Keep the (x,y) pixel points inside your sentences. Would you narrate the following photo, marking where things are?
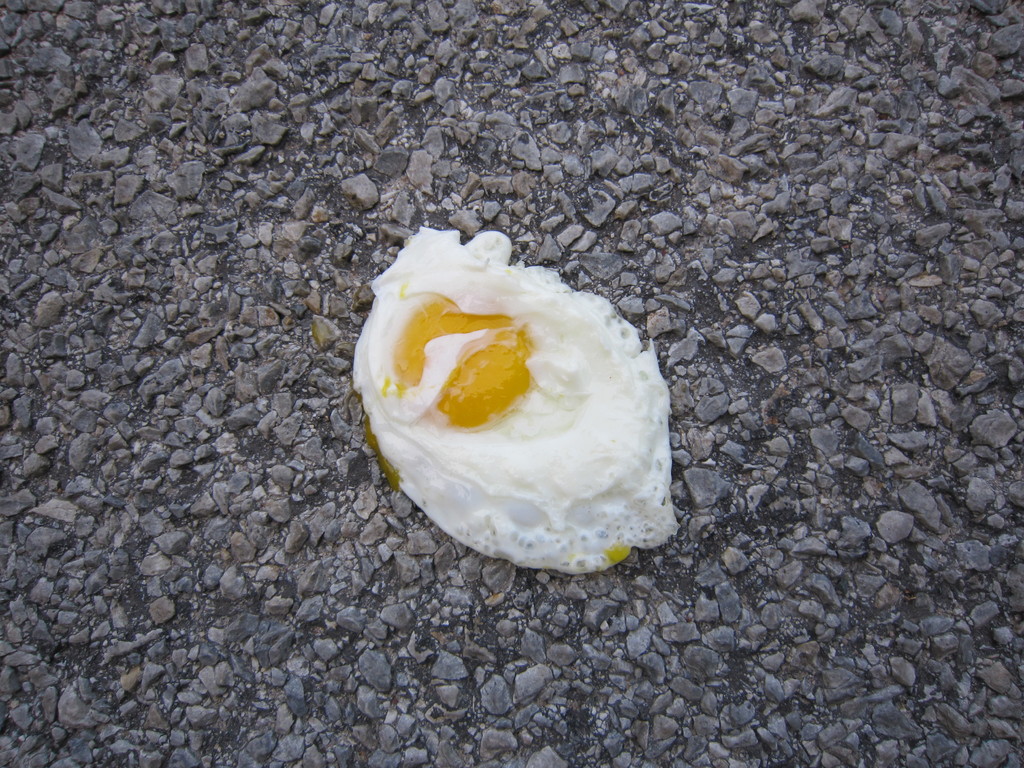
In the image there is a fried egg (432,313) on stones surface (86,629).
